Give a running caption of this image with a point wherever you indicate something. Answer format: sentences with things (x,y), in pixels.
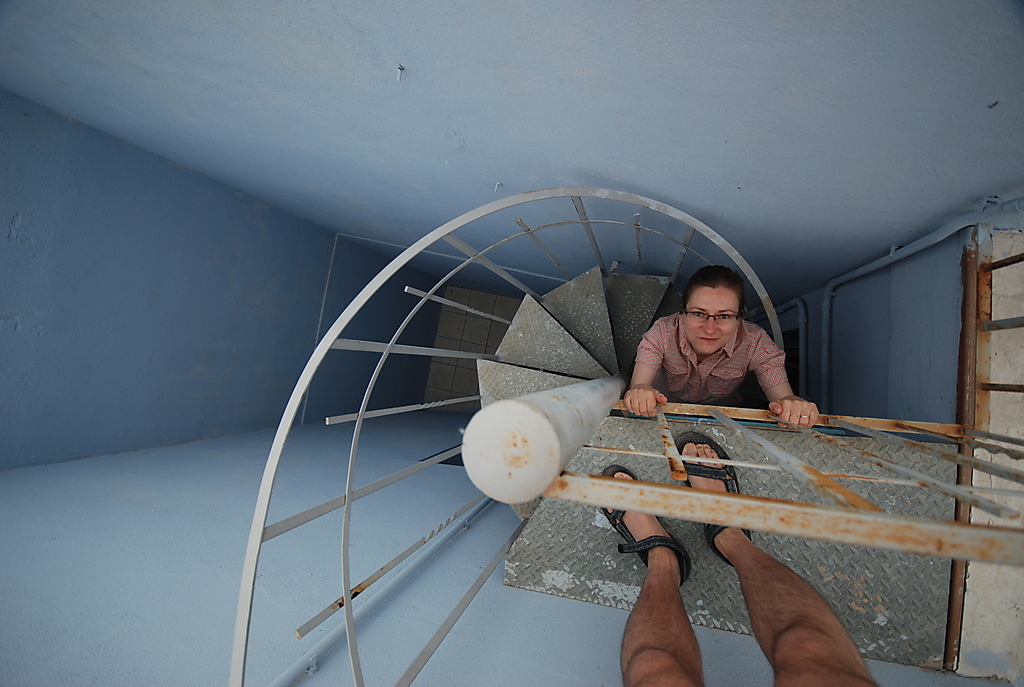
At the bottom of this image (777,571), there are two legs (653,604) of a person (645,642) who is wearing slippers (711,524) and there is a woman (737,355) holding a fence (683,406). Beside her, there are steps (640,314) having a fence (620,496). On four sides of these steps (617,288), there is a wall (499,281).
